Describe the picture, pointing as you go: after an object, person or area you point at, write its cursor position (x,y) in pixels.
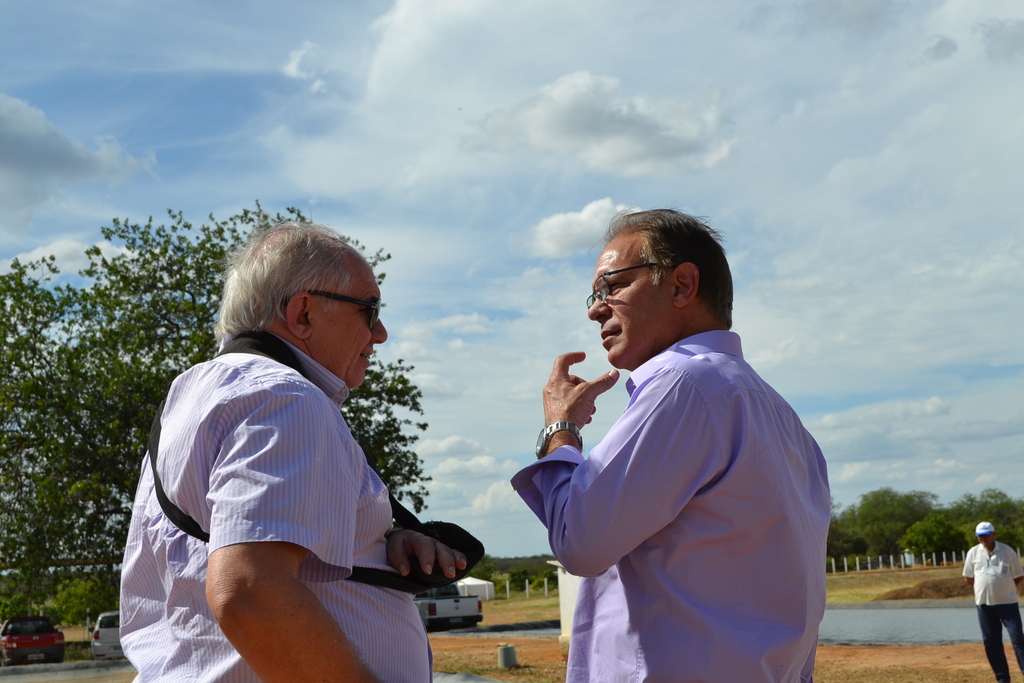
This picture is clicked outside. In the foreground (775,418) we can see the two persons (635,406) wearing shirts (635,511) and standing. On the right (1013,586) there is a person (1009,580) wearing white color dress (1005,553) and seems to be walking on the ground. In the background (885,366) we can see the sky (546,120) with some clouds (870,193) and we can see the trees (920,531), a water body (922,624), vehicles (472,603) and some other items (472,589).
